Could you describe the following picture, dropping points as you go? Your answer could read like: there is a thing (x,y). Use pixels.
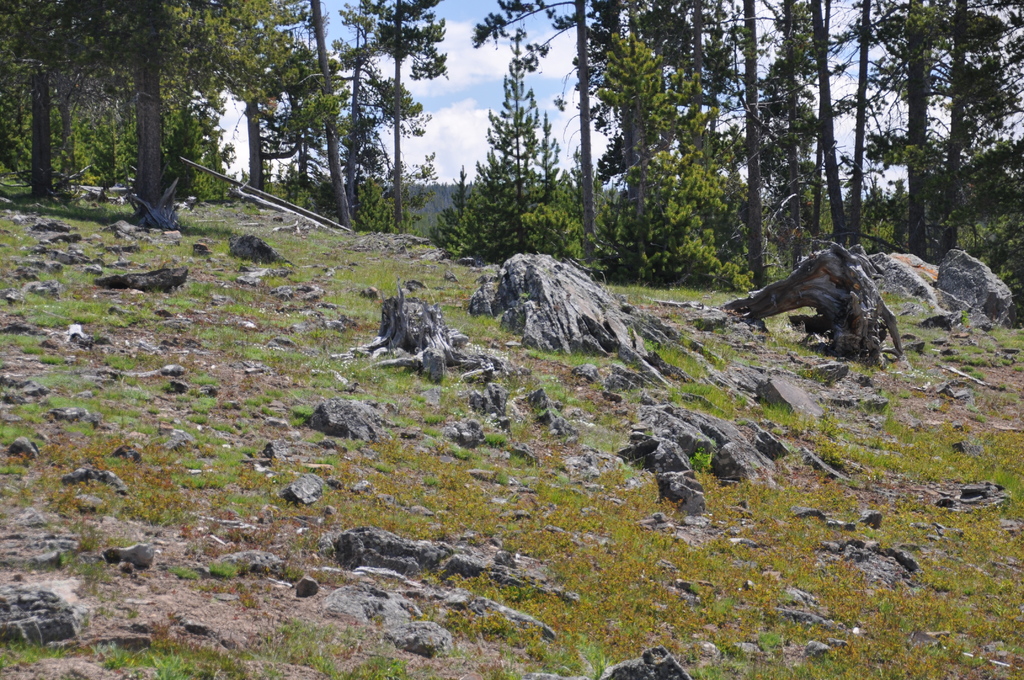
In this image I can see the grass (603,523) and the rocks (465,438). In the background (569,252) I can see many trees (593,242), clouds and the sky (403,64).
